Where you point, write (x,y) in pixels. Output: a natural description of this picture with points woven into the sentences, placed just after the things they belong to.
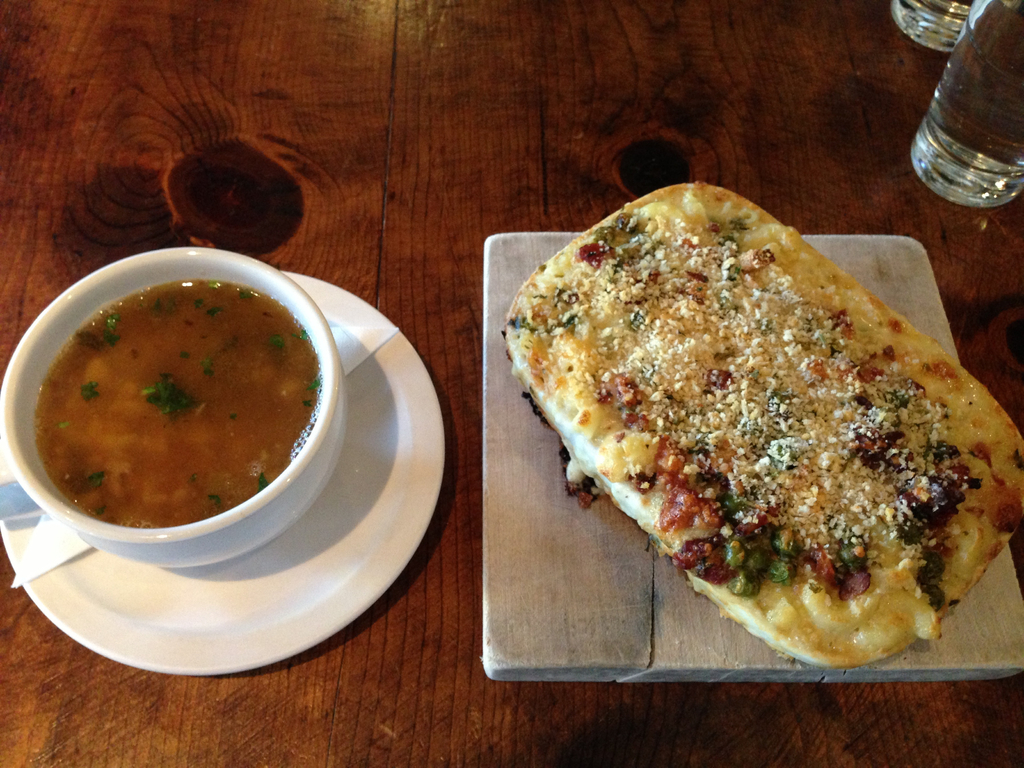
In this image we can see some food item (207,374) in the bowl (329,438) and there is plate (263,555) and a paper (358,344) under the bowl (335,356) and a food item (705,430) on the wooden object (545,472) and there are glass objects (936,112) on the table (418,115).
